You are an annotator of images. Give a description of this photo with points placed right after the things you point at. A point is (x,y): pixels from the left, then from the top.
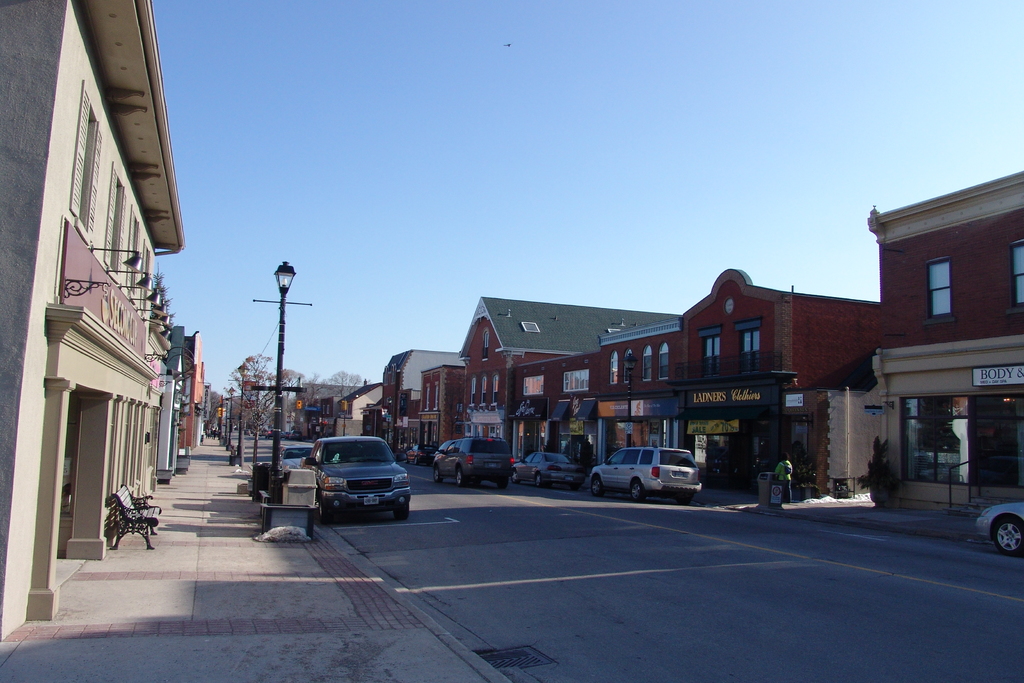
We can see cars (383,490) on the road (389,542) and we can see lights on poles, person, plants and buildings (973,350). On the left side of the image (140,510) we can see bench (128,531) and bin (289,485). In the background (266,415) we can see trees (256,371) and sky (403,206).
